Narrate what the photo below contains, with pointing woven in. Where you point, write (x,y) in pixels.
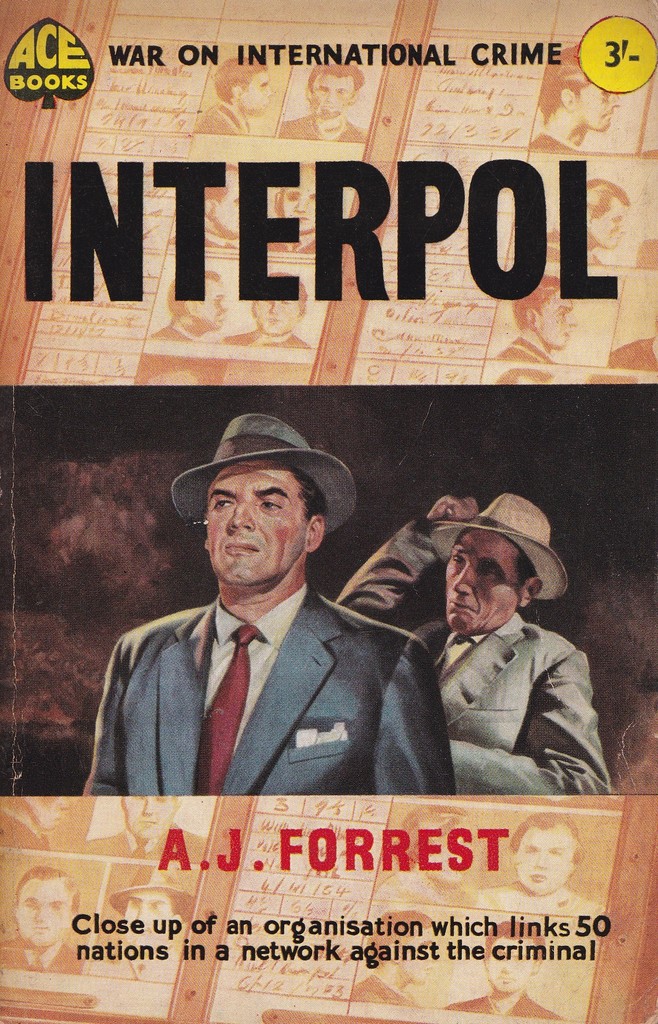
This is a poster (257,614) with something written on that. Also there are two persons (302,642) wearing hats (353,482).
